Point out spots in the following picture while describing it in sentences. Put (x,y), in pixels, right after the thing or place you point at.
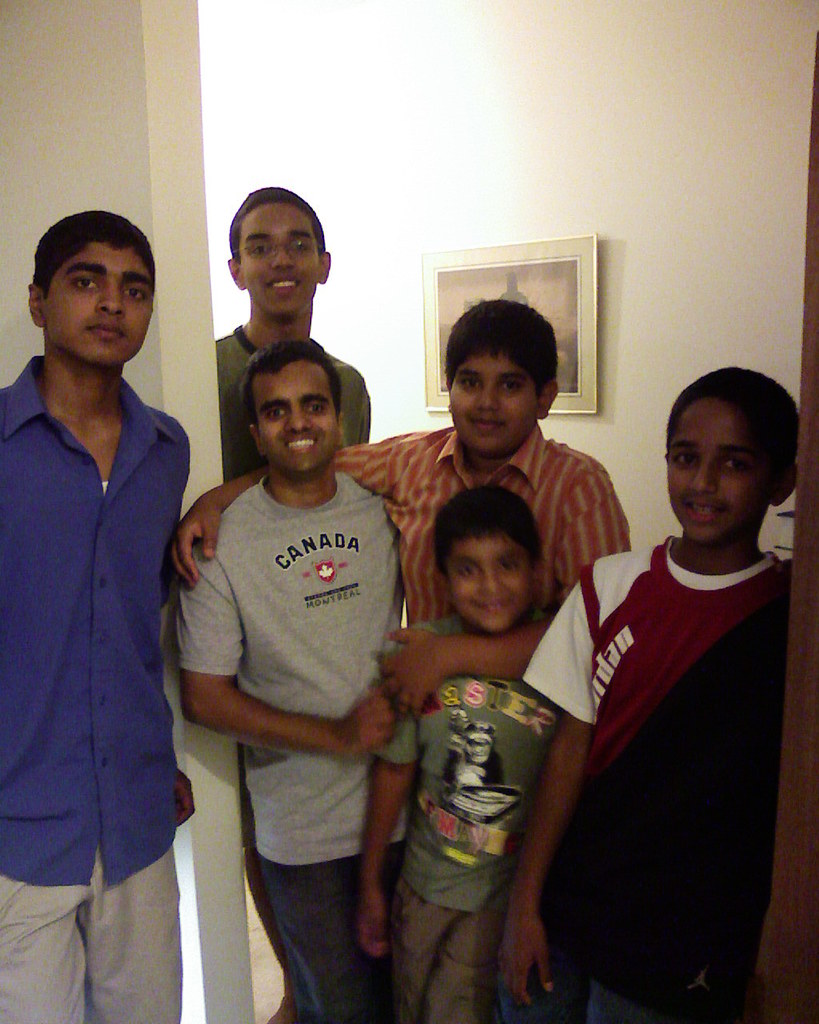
In this image I can see a group of people (534,761) standing and wearing different color dresses (411,588). Back the frame (593,266) is attached to the white wall (669,141).
